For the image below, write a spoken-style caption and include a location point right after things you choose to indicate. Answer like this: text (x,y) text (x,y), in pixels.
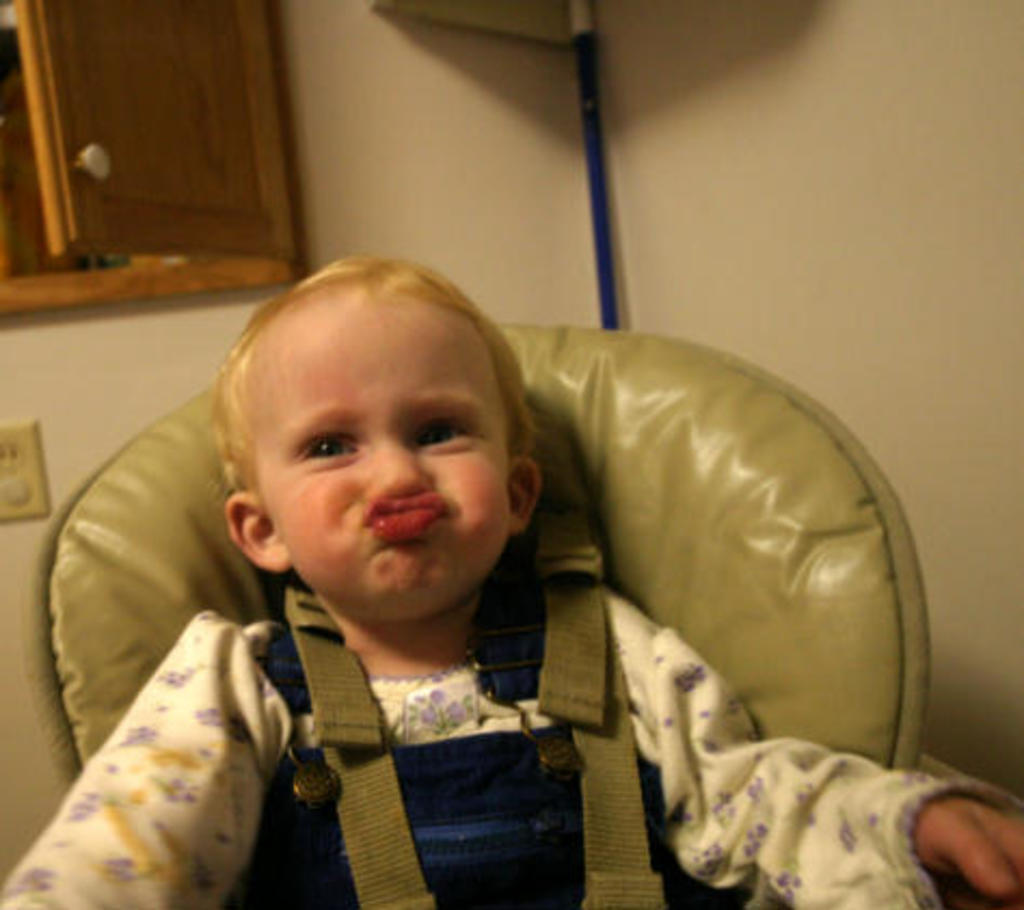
In this picture we can see a kid (478,749) is sitting on a chair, in the background (760,219) there is a wall (873,103), there is a cupboard (155,84) at the left top of the picture (55,68).
